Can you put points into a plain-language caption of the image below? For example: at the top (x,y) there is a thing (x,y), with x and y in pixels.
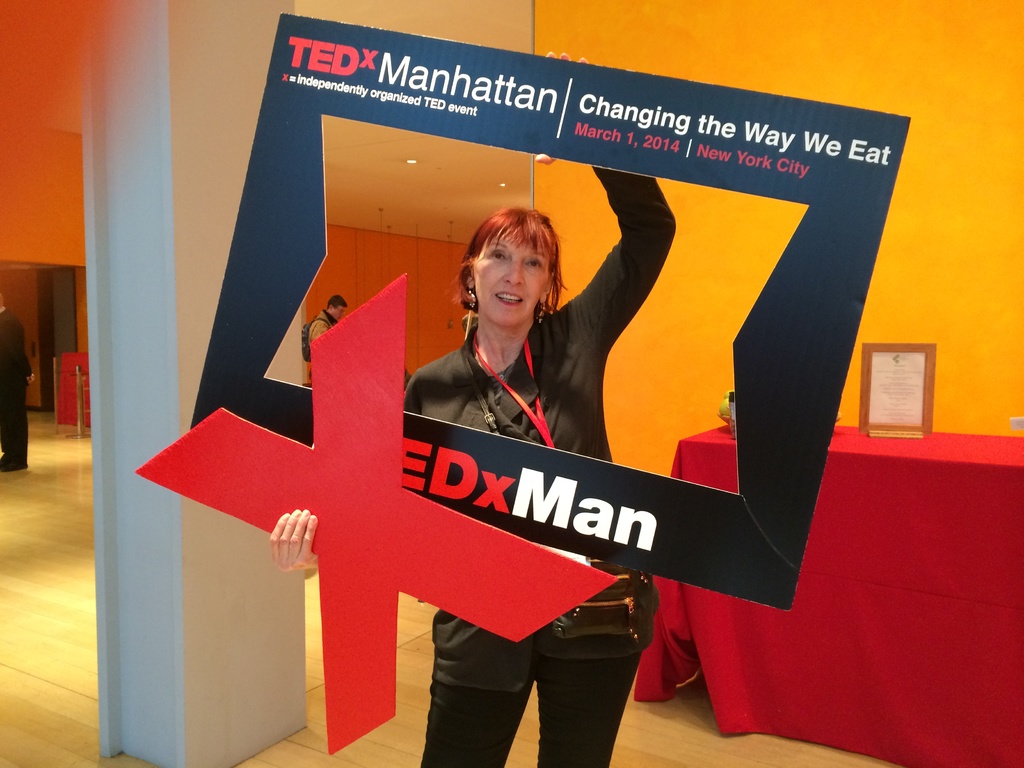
In the picture I can see a woman (539,379) wearing black dress (551,369) is standing and holding an object (729,137) in her hands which has something written on it and there is a table (889,509) in the right corner (949,441) which has few objects (906,433) placed on it and there are few persons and some other objects (178,293) in the background (193,355).
